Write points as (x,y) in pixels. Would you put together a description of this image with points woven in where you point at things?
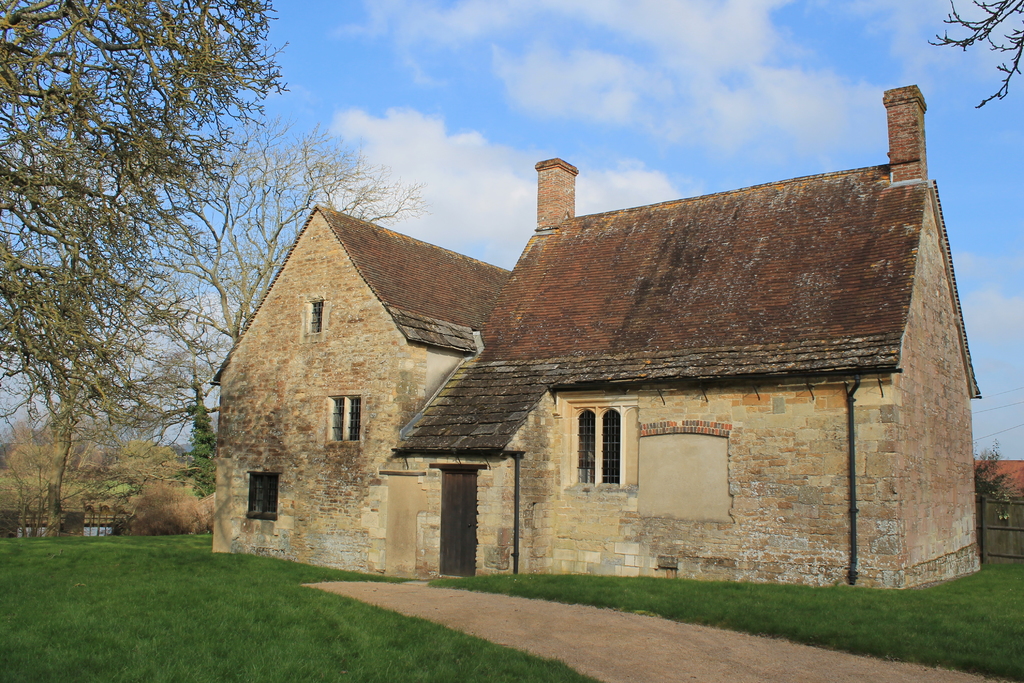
In this image we can see many trees (154,456). We can see a house (582,444) and it is having few windows (577,429). There is a walkway (571,616) in the image. There is a fence (991,530) at the either sides of the image. There is a grassy land (182,610) in the image. We can see the clouds (577,90) in the sky (546,94).
